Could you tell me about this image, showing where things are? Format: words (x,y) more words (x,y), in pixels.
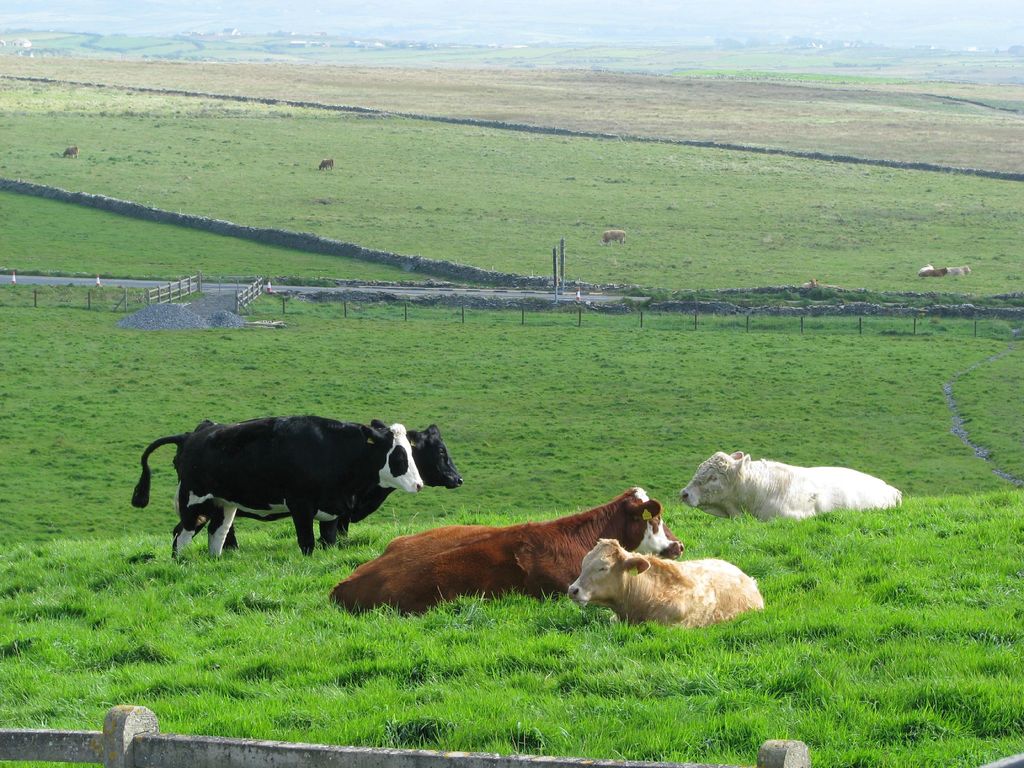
In this picture I can see animals (435,444) on the surface (482,644). I can see the metal grill fence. I can see the farm fields (378,510). I can see green grass (507,235).
